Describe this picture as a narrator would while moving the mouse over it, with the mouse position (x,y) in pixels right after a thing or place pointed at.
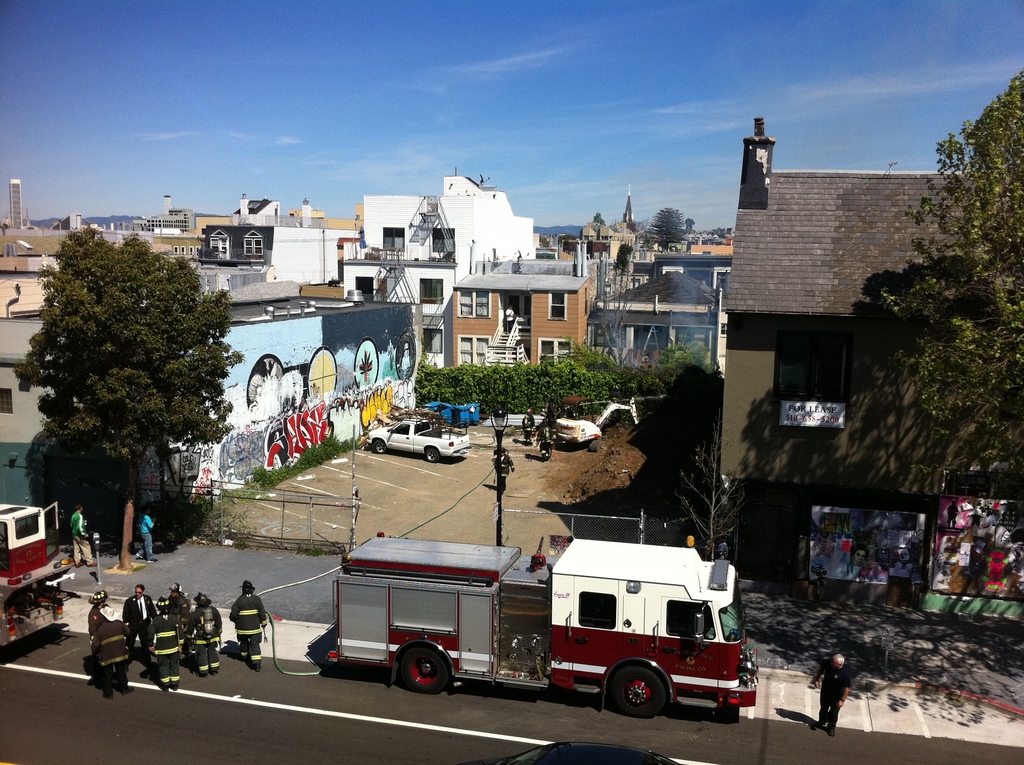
There is a road (316,703). On the road (460,705) there are vehicles (392,618) and few people (216,613) are standing. Near to the road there is a sidewalk (807,645). Also there are trees (215,401) and buildings (523,304). And there is a light pole (496,417). And there are bins (451,406). Near to that there is a vehicle (438,434). There are railings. In the background (445,152) there is sky (569,84).
